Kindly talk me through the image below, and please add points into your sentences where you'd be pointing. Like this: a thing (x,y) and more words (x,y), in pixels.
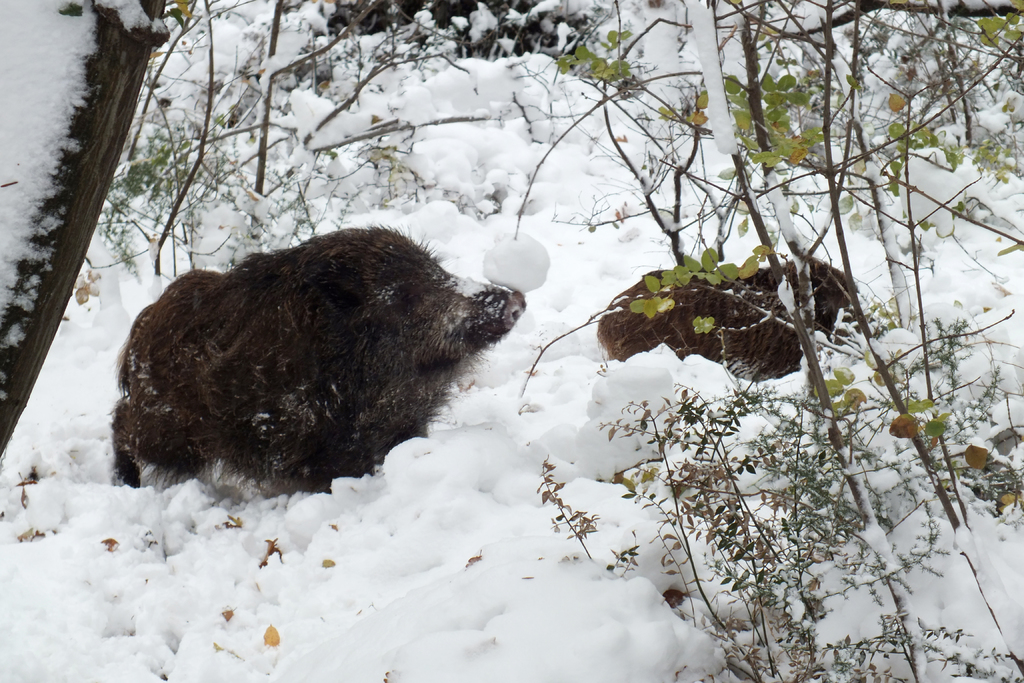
In this picture we can see few animals (758,311) in the snow (465,382), beside to the animals (243,329) we can find few plants (755,218).
